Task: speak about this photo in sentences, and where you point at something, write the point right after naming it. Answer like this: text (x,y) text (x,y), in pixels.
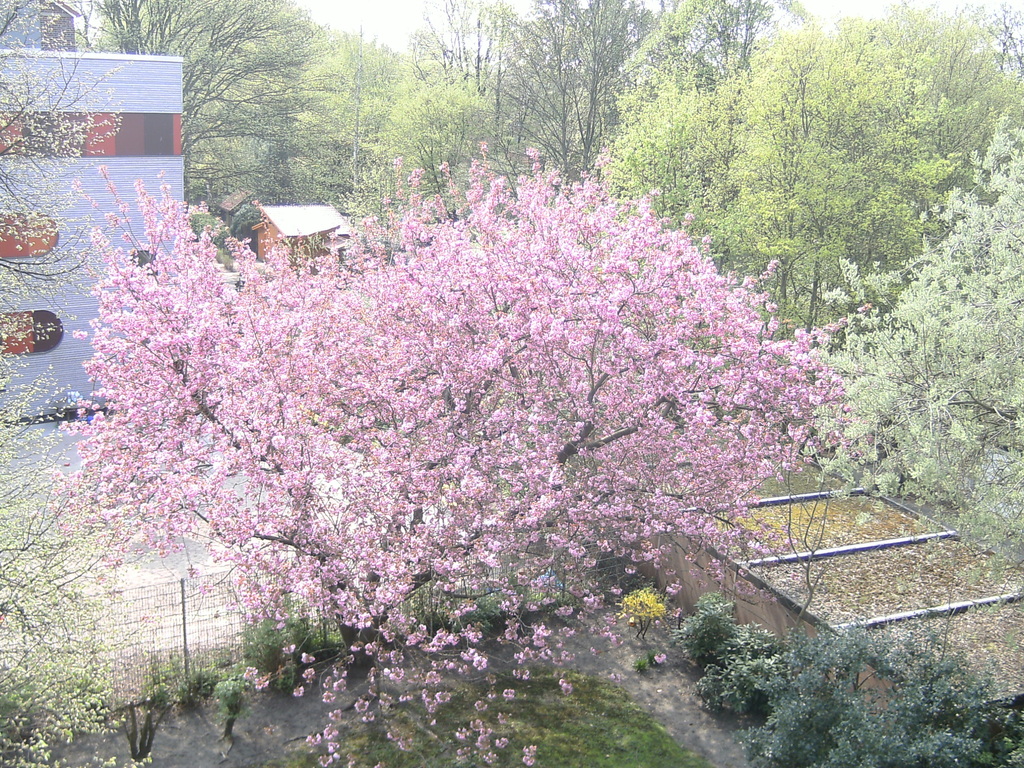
In this image we can see trees (405,341), buildings (306,231), fencing (136,642), grassy lands (484,763) and plants (830,733).
